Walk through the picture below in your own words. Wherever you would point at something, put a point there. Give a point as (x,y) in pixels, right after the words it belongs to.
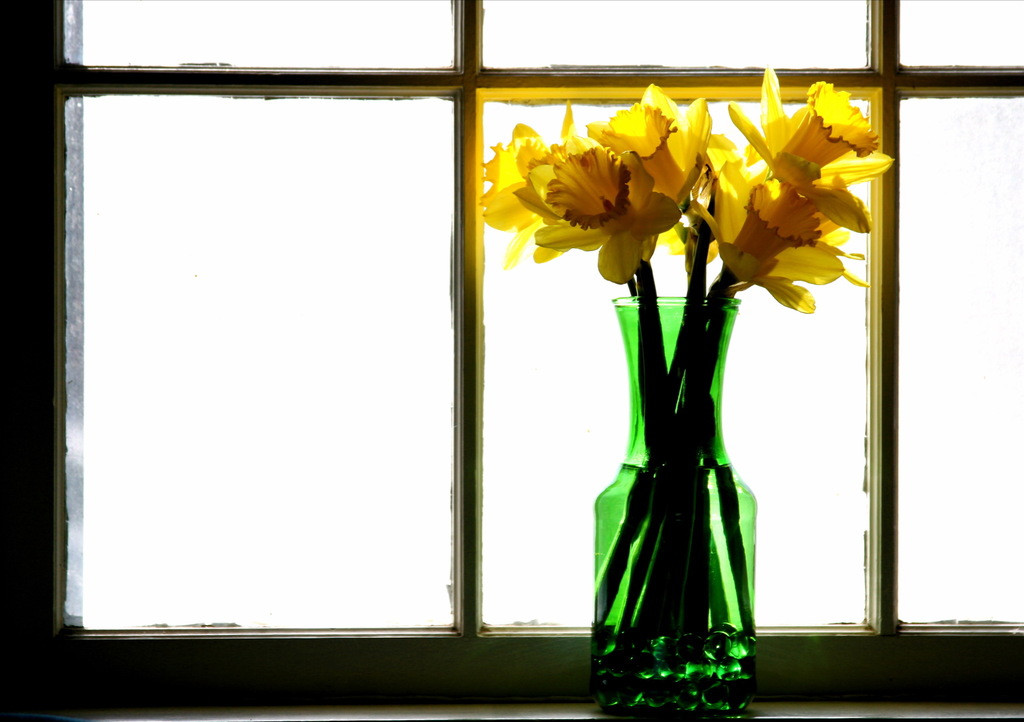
In this image we can see flowers (735,224) in a flower vase (691,461) at the window (424,372).
